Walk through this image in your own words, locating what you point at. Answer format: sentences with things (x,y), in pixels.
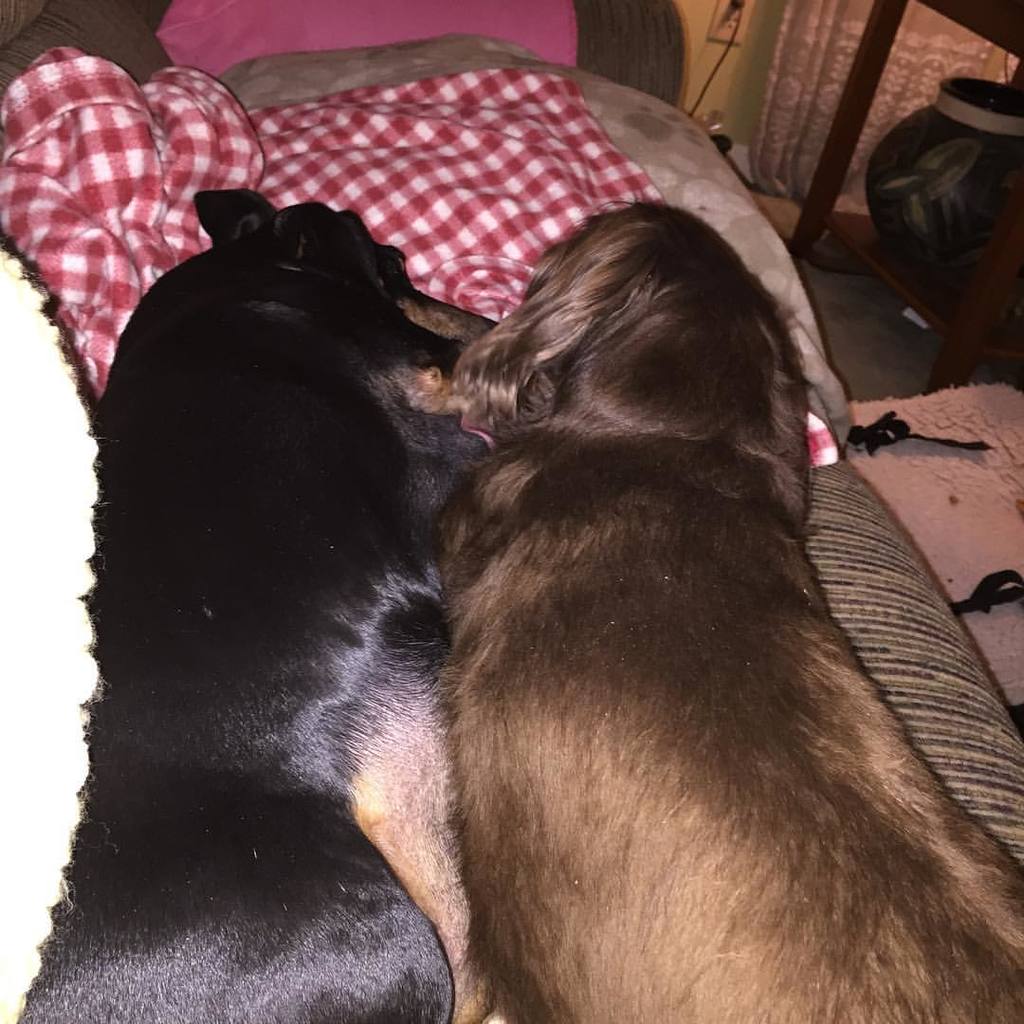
In this picture there are two dogs (422,655) sleeping in a sofa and there is a pillow (388,64) and a red color bed sheet (383,147) in front of it and there are some other objects (945,270) in the right corner (937,333).
